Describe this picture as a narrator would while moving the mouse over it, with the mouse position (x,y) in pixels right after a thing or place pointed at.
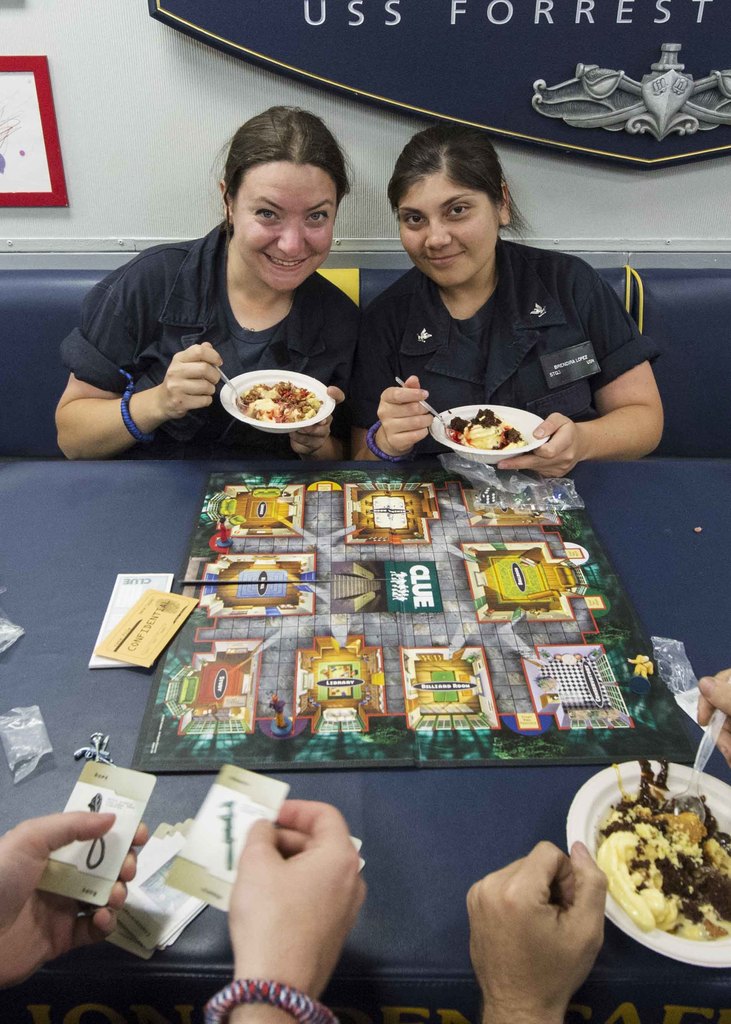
In this image there are two girls (363,447) sitting and smiling with a smile on their face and they are holding a bowl (279,386) and a fork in their hands (407,392), in which there is a food (270,397), in front of them there is a table (341,786). On the table (401,776) there is a board (339,555) and few cards (122,624) on the table (53,740). At the bottom of the image (24,886) there are two more persons (22,943), one is holding cards (131,812) and the other one is holding fork (685,804) in his hand (569,861) and there is a food item (675,878) in a bowl (688,940), which is on the table (44,663). In the background (680,56) there is a frame (41,91) and a board (467,50) with some text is hanging on the wall (176,87).
